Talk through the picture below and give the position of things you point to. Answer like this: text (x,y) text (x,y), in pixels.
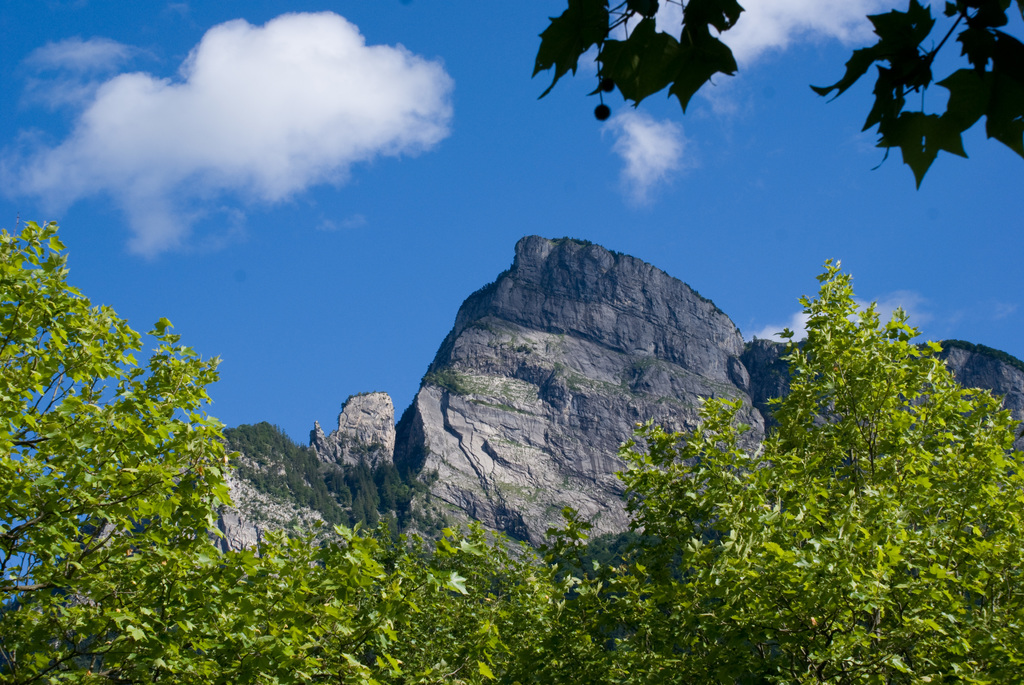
In this image I can see green colour leaves (885,637), clouds (254,116) and the sky (815,165).
